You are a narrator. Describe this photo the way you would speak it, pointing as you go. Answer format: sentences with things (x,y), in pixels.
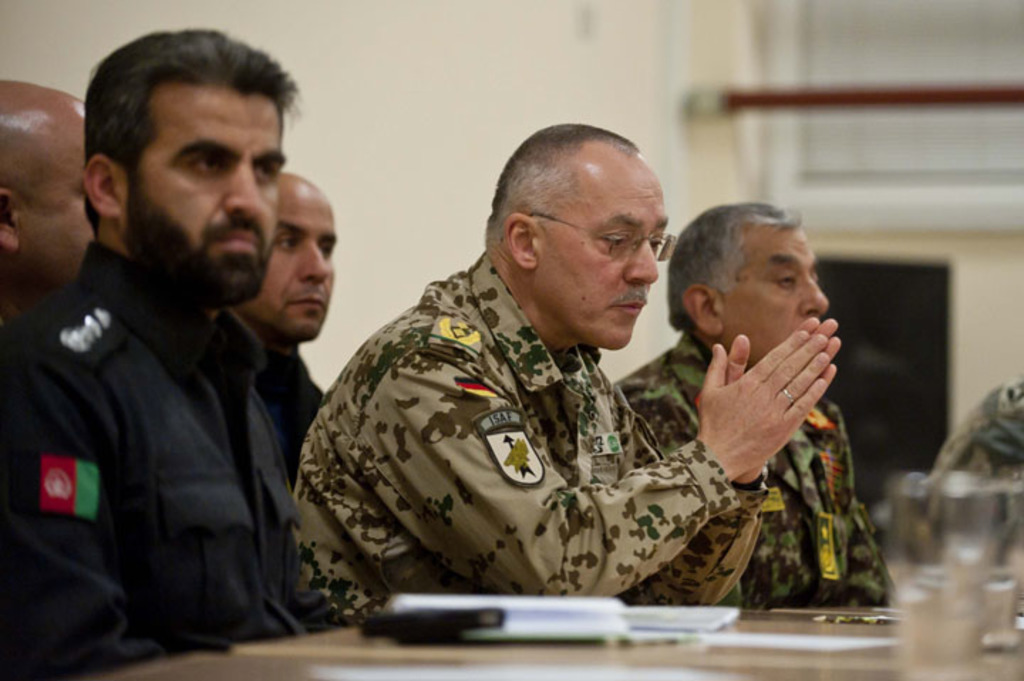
In this picture we can see some military men (649,583) sitting on the chairs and listening. In the front (947,606) we can see the table (788,625) with water glass (941,621) and white papers (609,632). Behind there is a white wall (585,94).
